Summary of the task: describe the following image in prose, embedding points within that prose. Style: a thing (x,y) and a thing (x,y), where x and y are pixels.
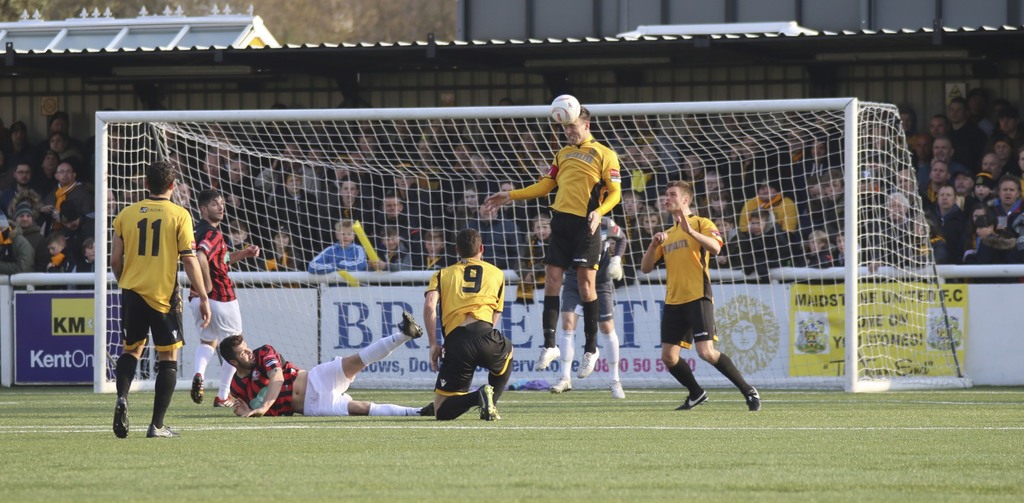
This is a picture of a field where we have seven sports player (551,220) and a ball (562,121) and behind them there is a shed (65,60) in which there are a group of people (742,213) sitting.
